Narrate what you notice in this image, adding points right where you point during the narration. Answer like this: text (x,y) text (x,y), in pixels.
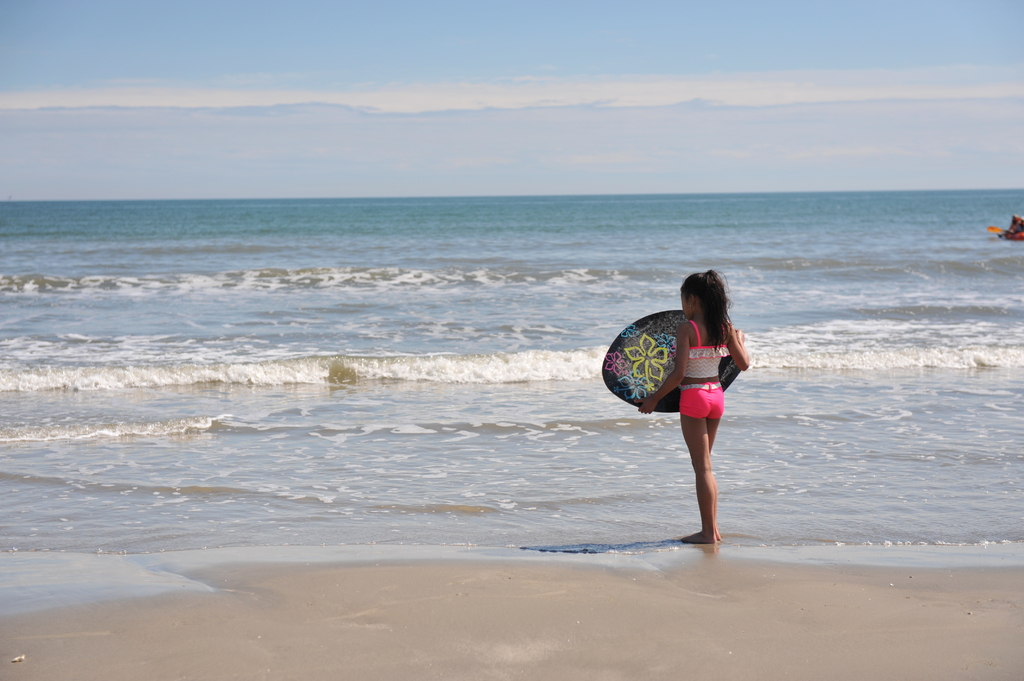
In this picture outside of the city. She is standing. She is holding a board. She is wearing a beautiful swimsuit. We can see in background (741,410) sea (741,410) and sky (599,167).
